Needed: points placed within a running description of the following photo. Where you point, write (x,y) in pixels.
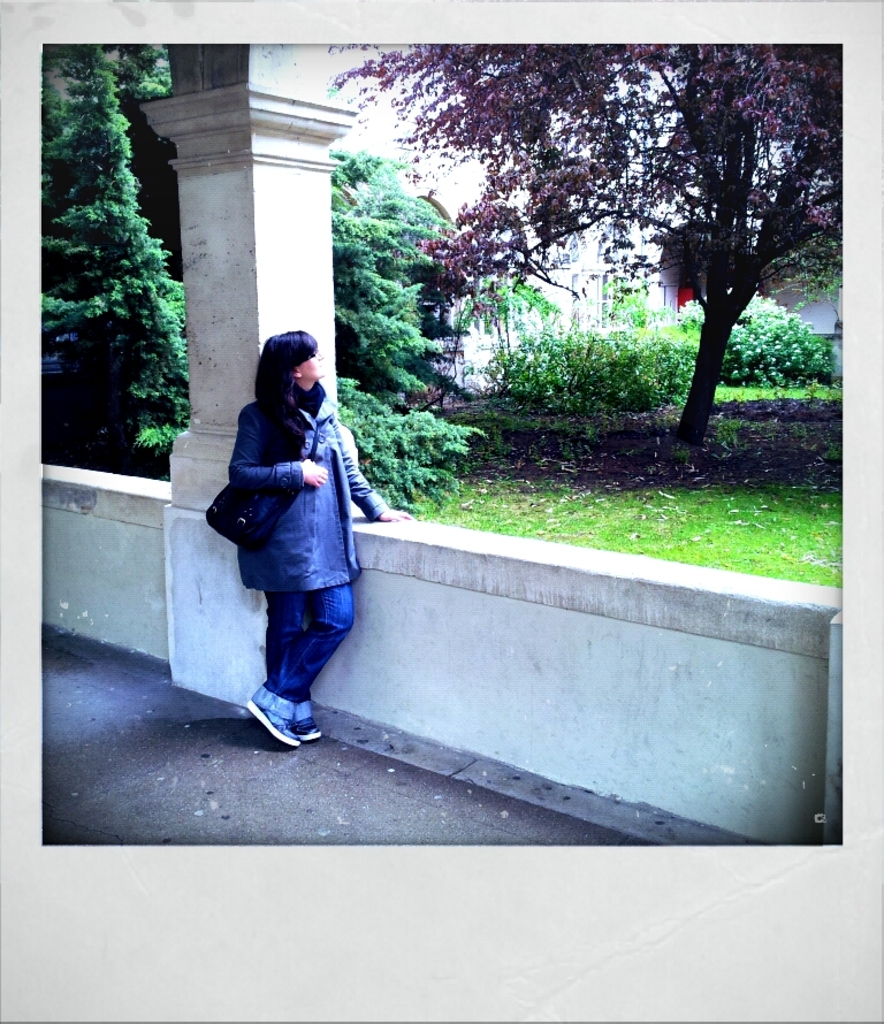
A woman (300,576) is standing wearing bag (268,527), here there is a pillar (228,386), here there are trees (708,395).
